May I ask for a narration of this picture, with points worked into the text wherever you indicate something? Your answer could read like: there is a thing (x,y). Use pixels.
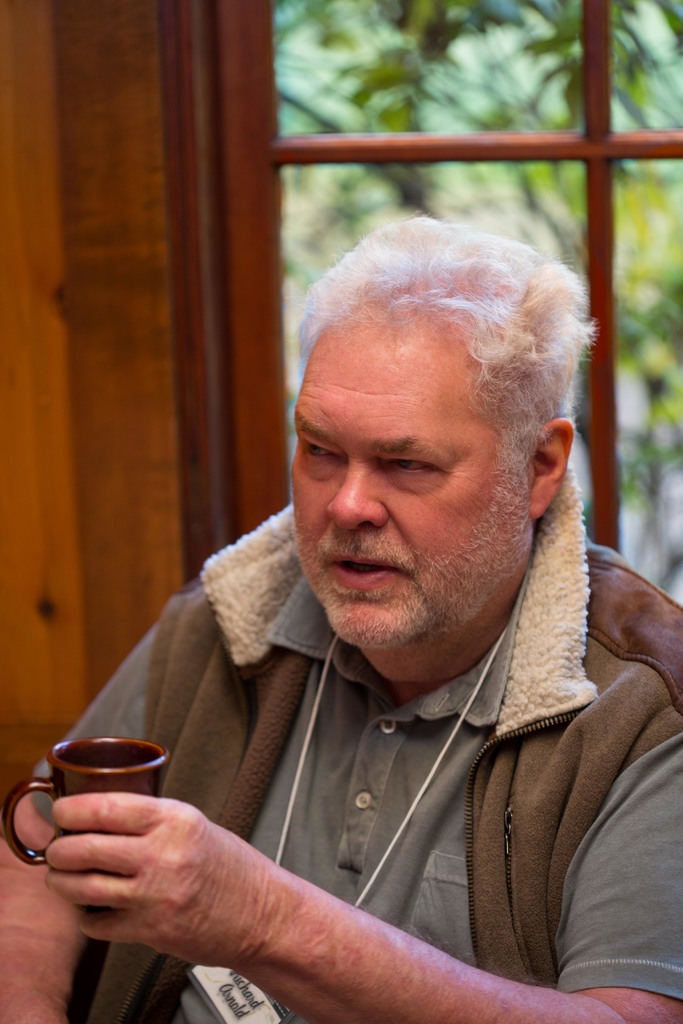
A man (441,608) with brown jacket (577,739) and green t-shirt (433,780) is holding a cup (61,748) in his hand (114,826). Behind him there is window (471,112). Outside the window (486,71) there is a tree (535,53). To the left side (77,173) there is a wooden wall (52,301).
